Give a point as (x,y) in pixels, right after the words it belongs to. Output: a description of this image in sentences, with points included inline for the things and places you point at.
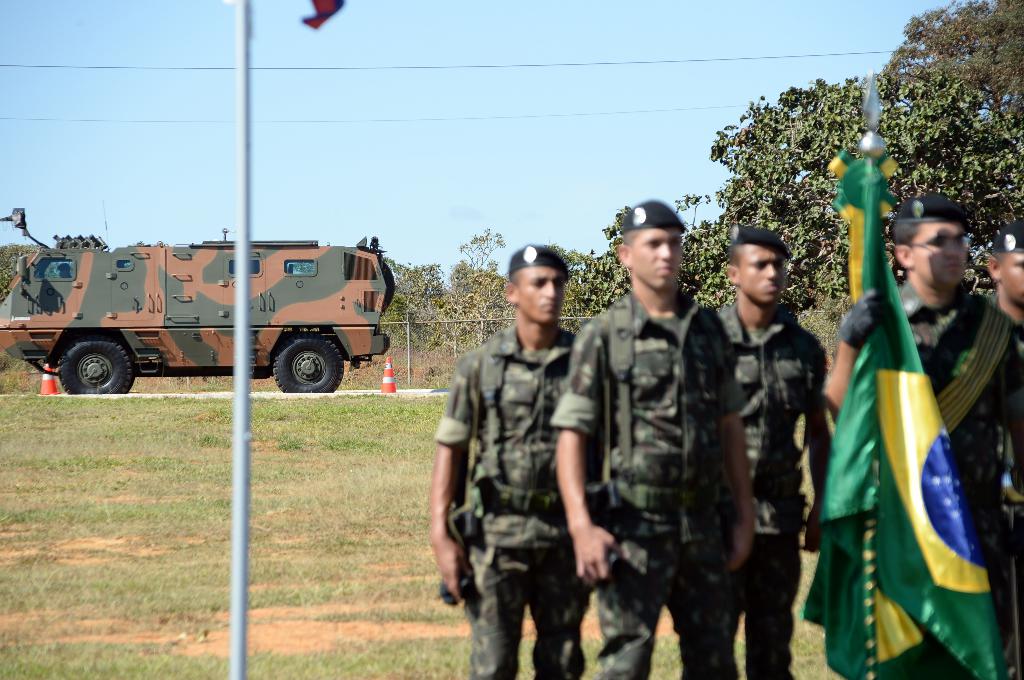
In this image there are five persons (773,302) standing on a ground (809,585), in front of them there is a flag (832,516) and a pole (246,67), in the background (260,304) there is a road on that there is a vehicle (212,319), trees (832,215) and the sky (474,160).
